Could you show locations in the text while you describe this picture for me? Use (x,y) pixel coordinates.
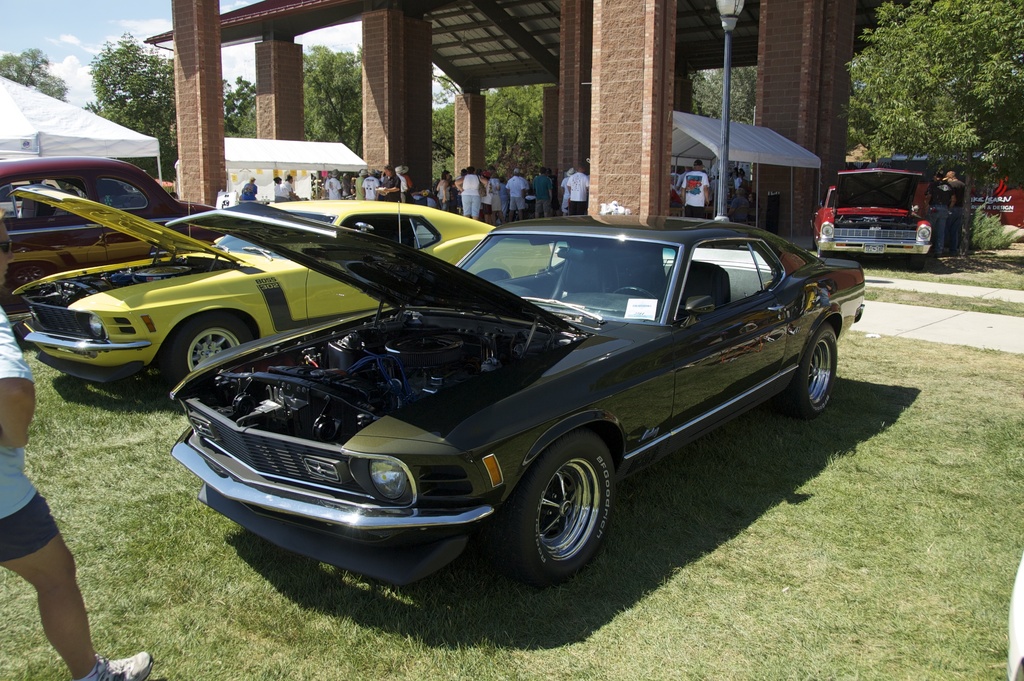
In the image we can see there are many people (461,196) wearing clothes (544,192), there are many vehicles (387,318), these are the headlights (387,486) of the vehicle (383,499). This is a grass (845,506), a pole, pillars (654,56), trees (93,86) and sky (107,8).
